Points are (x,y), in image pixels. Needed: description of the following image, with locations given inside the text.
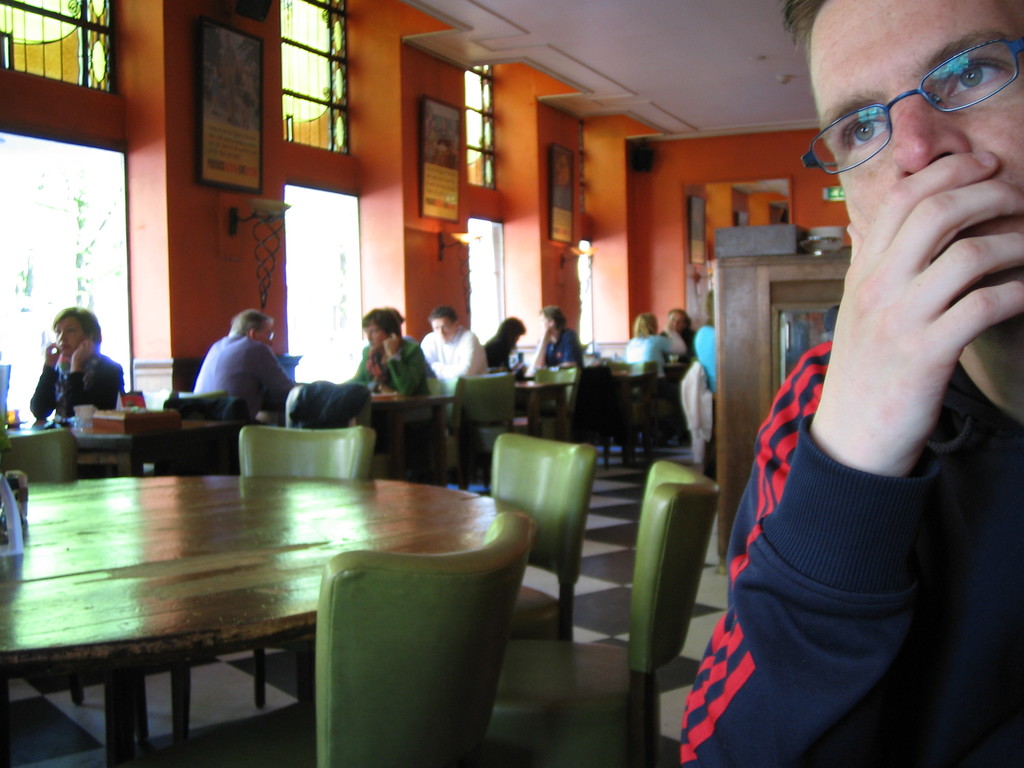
In the right (930,33) a person (861,88) is sitting on the chair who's half visible. In the middle (667,388) a group of people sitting on the chair (28,446) at dining table (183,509) on which glass (12,410), bottles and so on kept. A roof top (696,19) is white in color. The walls (411,251) are of orange in color and doors (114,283) and windows (333,109) are visible and a photo frame (441,201) is there on it. This image is taken inside a hotel (661,440) during day time.
